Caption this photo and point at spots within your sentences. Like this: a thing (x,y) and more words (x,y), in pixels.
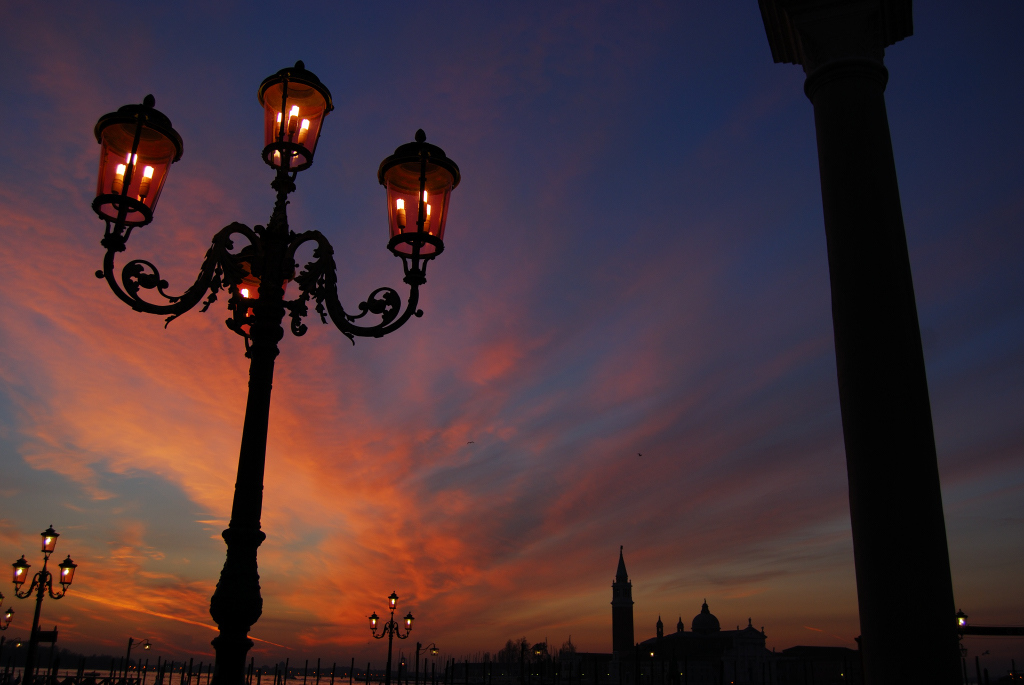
In this image, we can see street lights (152,305) with poles (251,476). At the bottom (619,650), there is a building (662,634) and tower (630,634). Background (732,564) we can see the cloudy sky (491,430).
